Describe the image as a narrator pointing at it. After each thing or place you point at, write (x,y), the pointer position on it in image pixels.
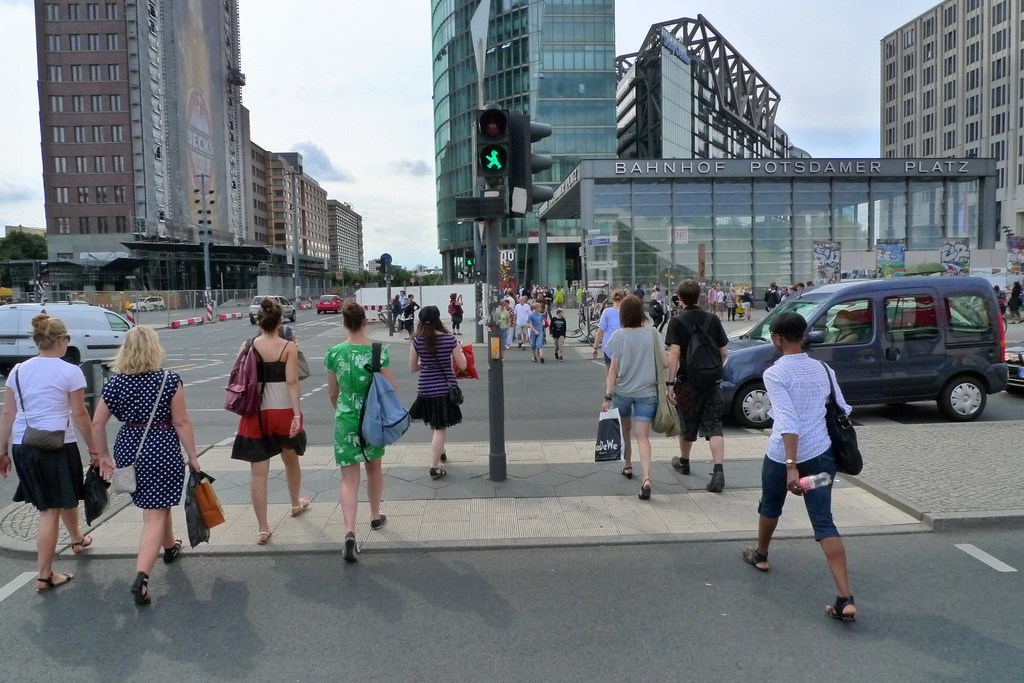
In this picture we can observe some women (628,385) and men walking on the road (559,425). There are some cars (751,341) on the road (546,366). We can observe traffic signals (506,174) fixed to the pole (497,456). In the background (510,239) there are buildings (451,197) and a sky (375,92) with clouds (355,101).
